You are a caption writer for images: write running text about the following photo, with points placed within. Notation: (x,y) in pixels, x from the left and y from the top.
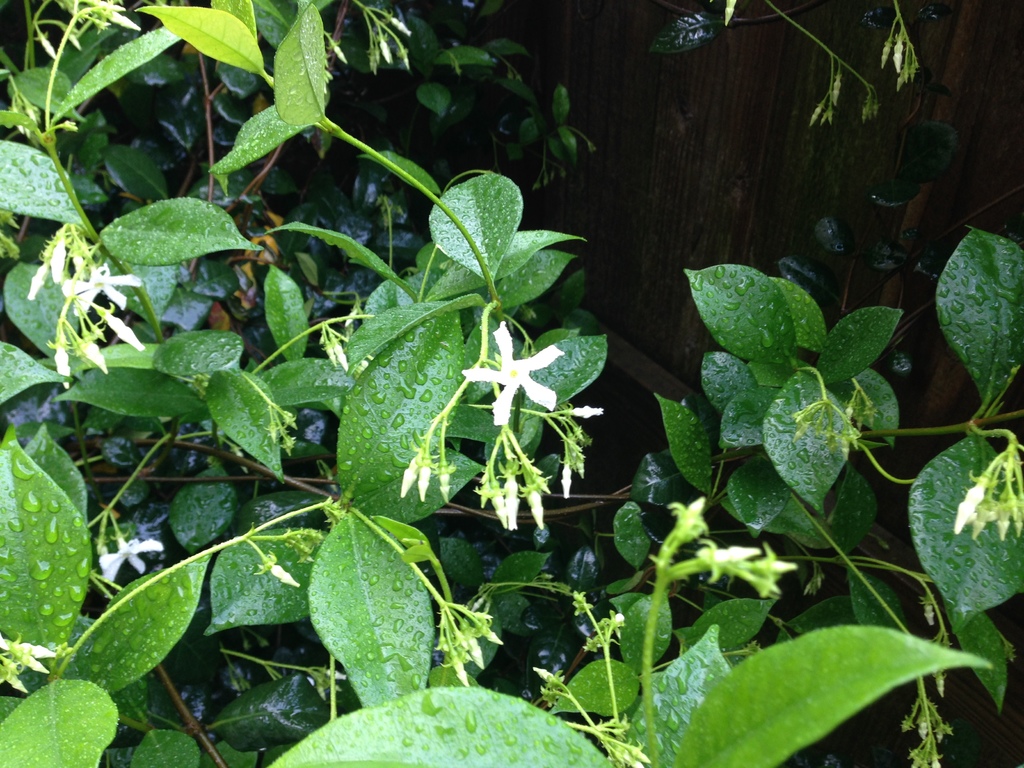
In this image I can see few flowers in white color. In the background (354,84) I can see few plants (318,537) in green color.
